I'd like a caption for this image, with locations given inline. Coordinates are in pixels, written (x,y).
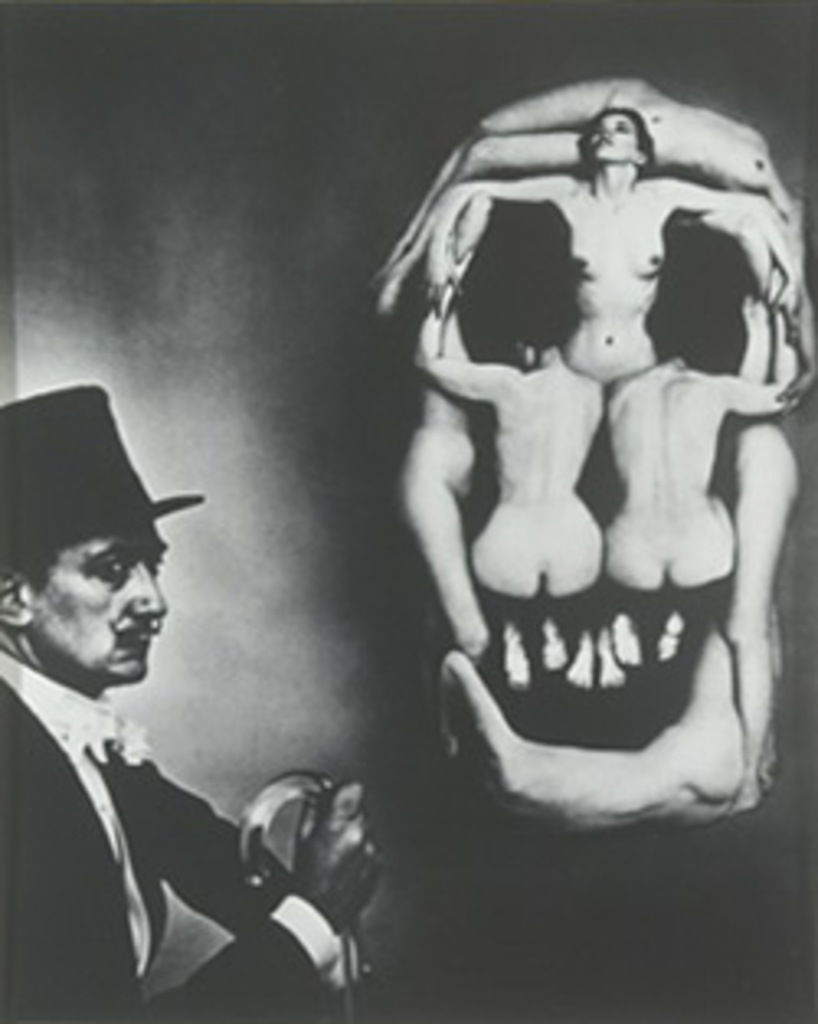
It is a black and white picture. On the left side of the image (168,887), we can see one person (200,864) is holding some object (269,829) and he is wearing a hat (64,467). On the right side of the image (556,404), we can see a few people (534,526). And we can see the dark background (402,638).
